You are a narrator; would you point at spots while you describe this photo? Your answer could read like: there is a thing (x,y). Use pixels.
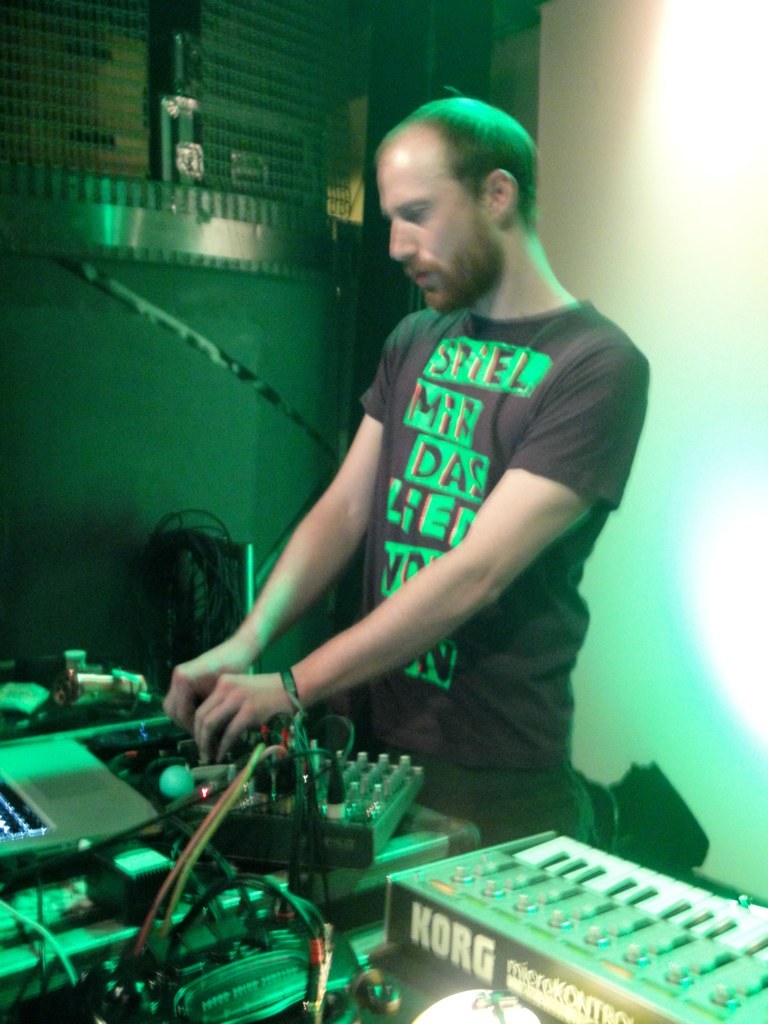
In this image, we can see a person (350,456) is standing. At the bottom (752,941), we can see some machines (0,912), wires (332,768), piano (605,917). Background (678,501) there is a wall (647,475). Here we can see a grill (120,62).
